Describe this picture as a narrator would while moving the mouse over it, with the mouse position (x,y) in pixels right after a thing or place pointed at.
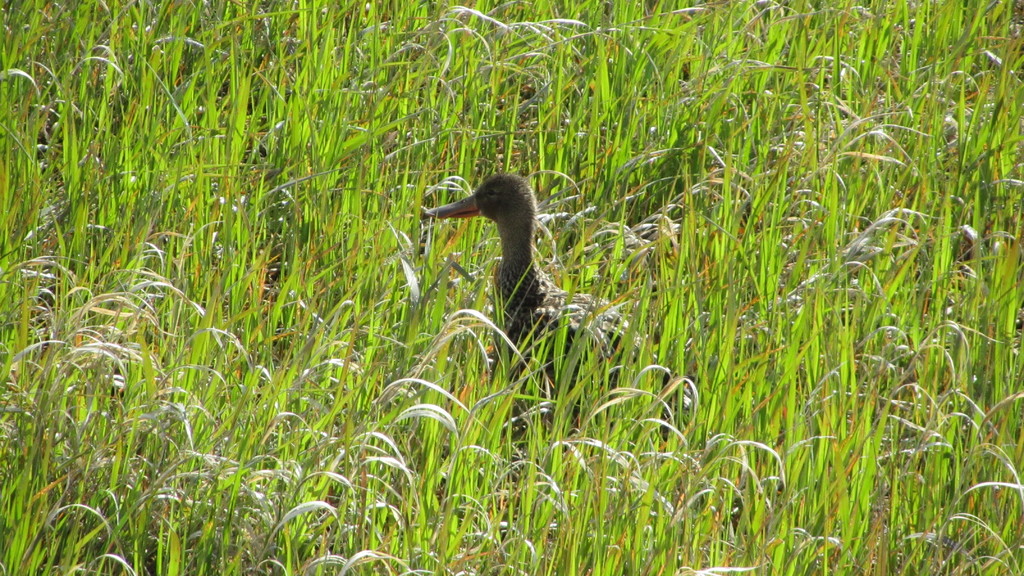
In this image there is a duck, around the duck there is grass (561,132).
